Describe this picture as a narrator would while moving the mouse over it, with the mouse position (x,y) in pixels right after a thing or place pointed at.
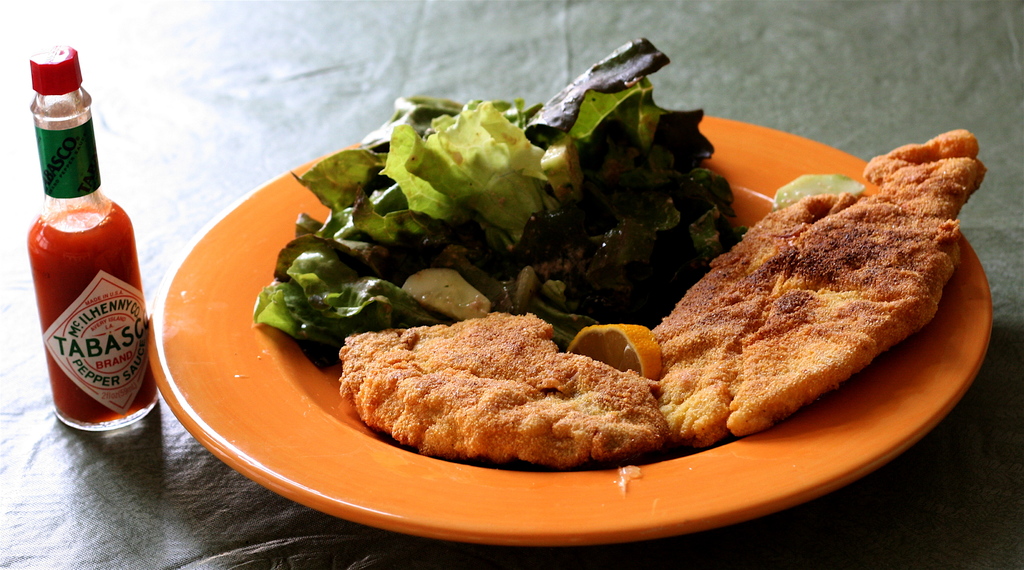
In this picture we can see some food item (576,331) placed in the plate (294,350), side we can see one bottle (71,312).
